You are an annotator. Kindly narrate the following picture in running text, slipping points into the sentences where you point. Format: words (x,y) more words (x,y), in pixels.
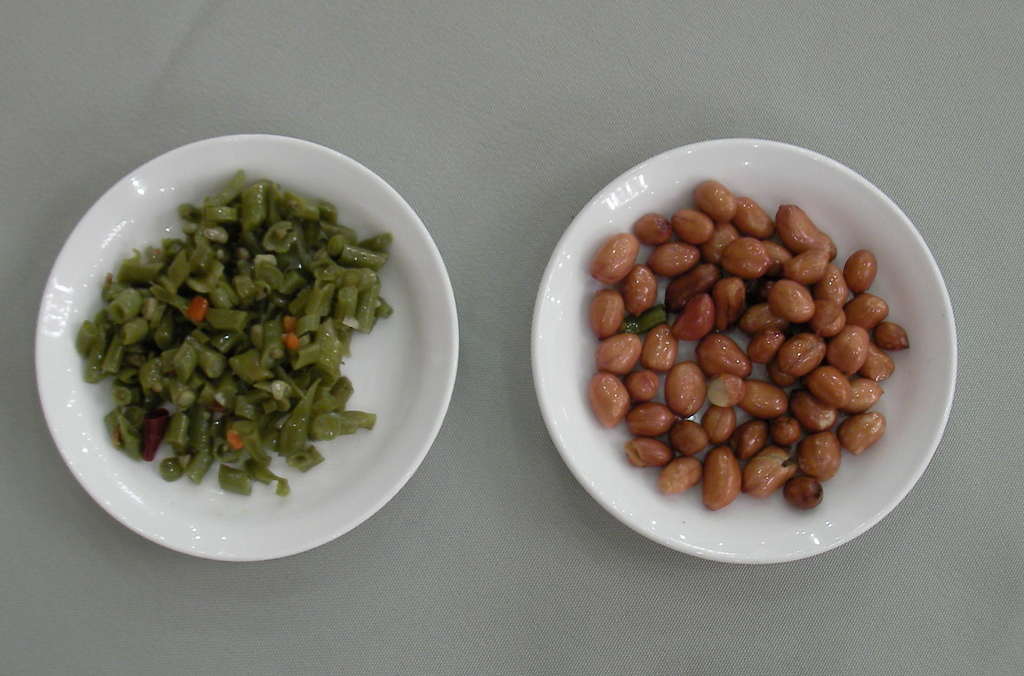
In the right side (705,192) these are the peanuts (752,316) in a white color bowl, In the left side (160,330) these are the vegetable pieces (248,343) in a white color plate (316,444).
